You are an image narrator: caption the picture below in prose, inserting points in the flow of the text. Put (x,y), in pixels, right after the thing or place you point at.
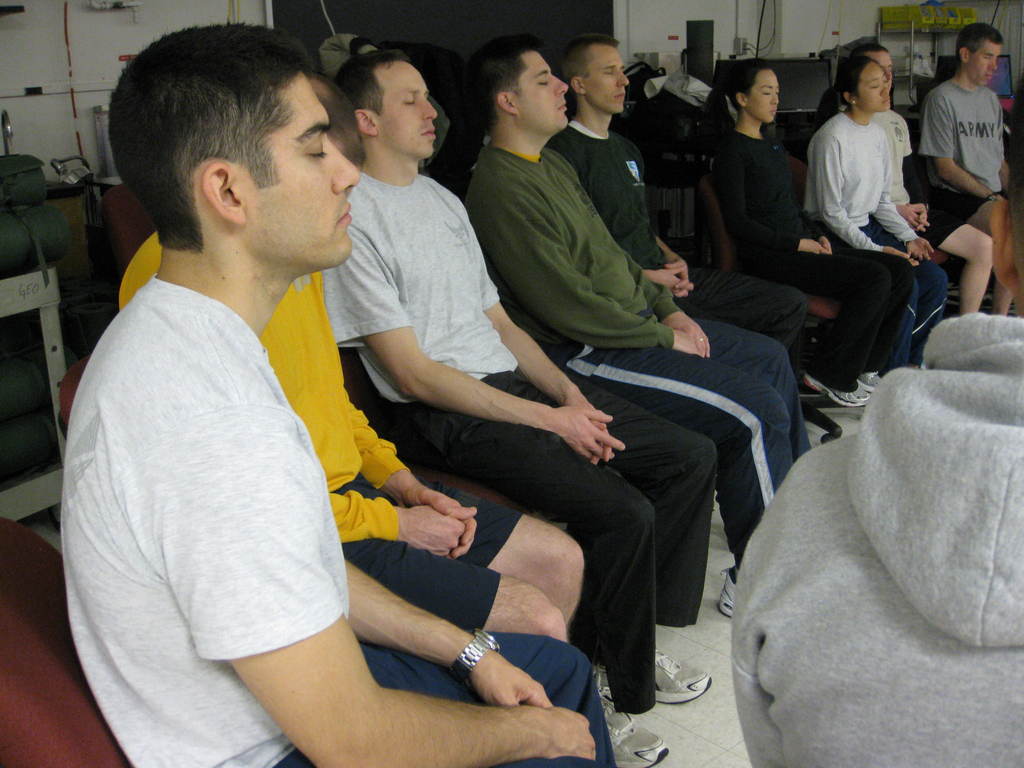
There are groups of people (520,240) sitting on the chairs (828,305). I think they are doing meditation. In the background (807,75), I can see few objects (708,62). These look like monitors (795,88), which are placed on the table (798,110).
